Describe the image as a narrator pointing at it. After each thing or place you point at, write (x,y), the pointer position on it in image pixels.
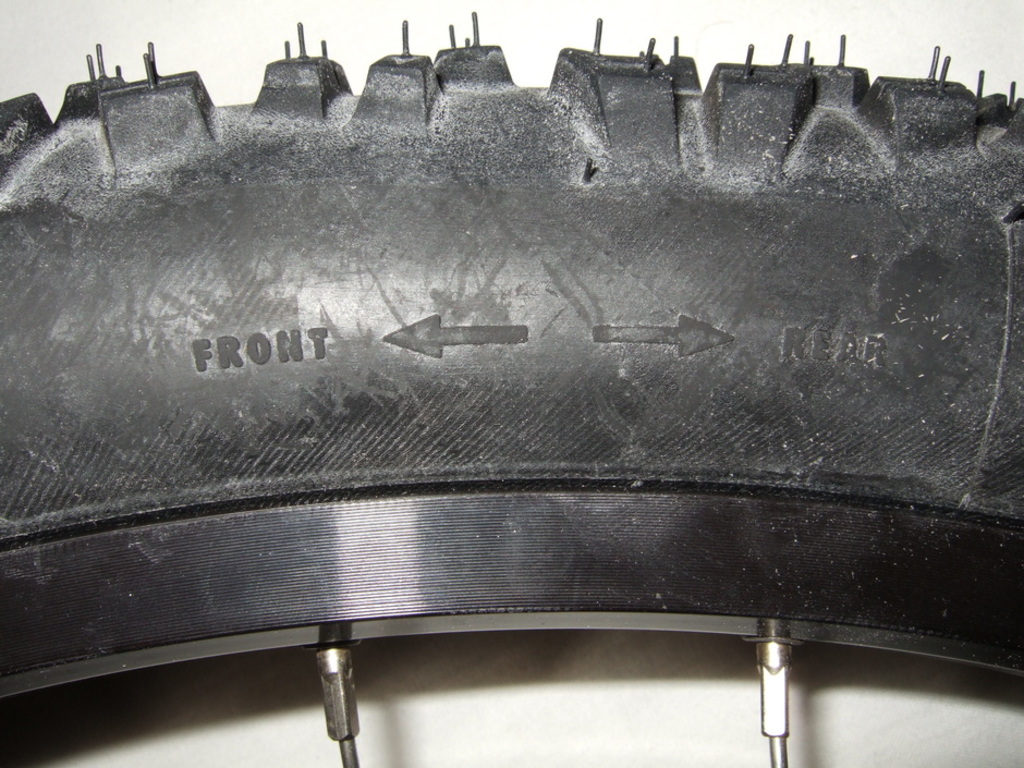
In this image I see a tire (559,196) and I see something is written over here and I see the arrows (516,327) and I see the silver color things (352,690) over here and I see the white color background (519,21).
